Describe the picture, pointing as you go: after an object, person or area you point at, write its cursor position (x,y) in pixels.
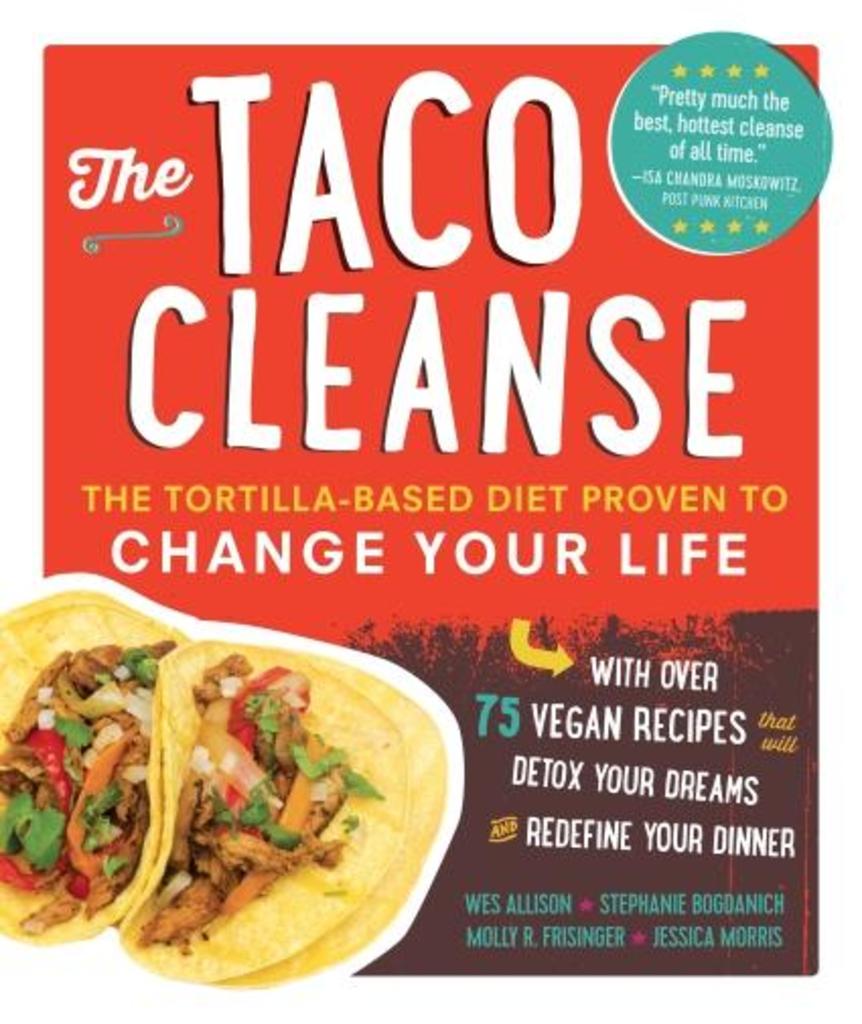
It is a picture of a poster (478,703). We can see images (205,657) and something is written on the poster (314,474).
